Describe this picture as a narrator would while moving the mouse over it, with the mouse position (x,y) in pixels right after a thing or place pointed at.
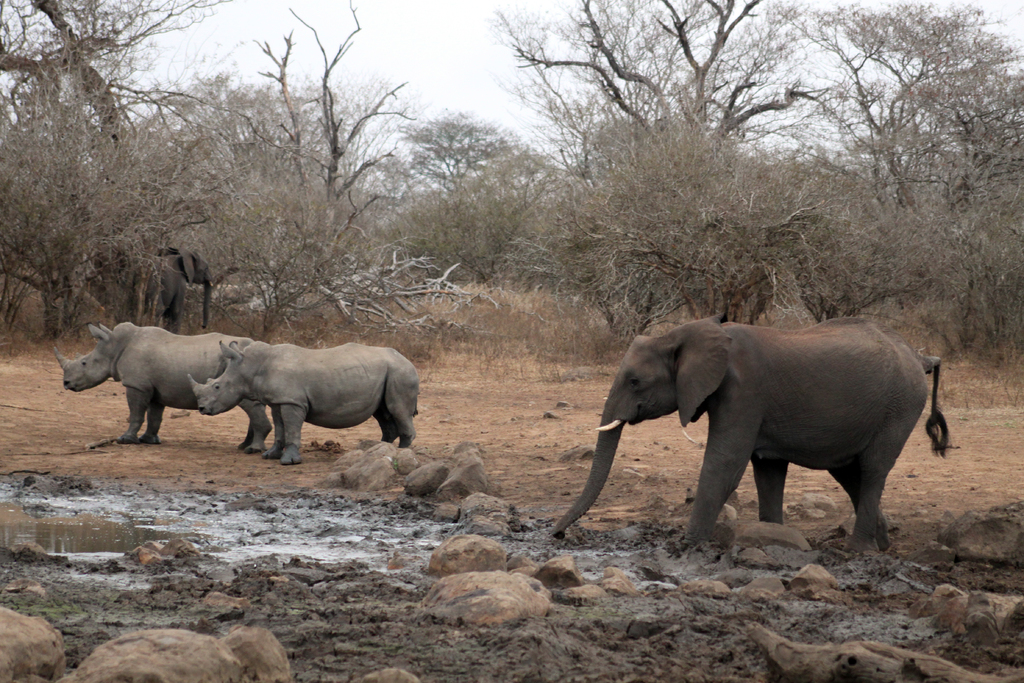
In this image there is the sky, there are trees (266,178), there are plants (508,326), there are trees (44,146) truncated towards the left of the image (37,170), there are trees (972,138) truncated towards the right of the image (953,205), there are two elephants (725,384), there are two rhinoceros (249,377), there are stones (514,579), there is water (75,522) truncated towards the left of the images, there are stones (236,656) truncated towards the bottom of the image (183,662).
